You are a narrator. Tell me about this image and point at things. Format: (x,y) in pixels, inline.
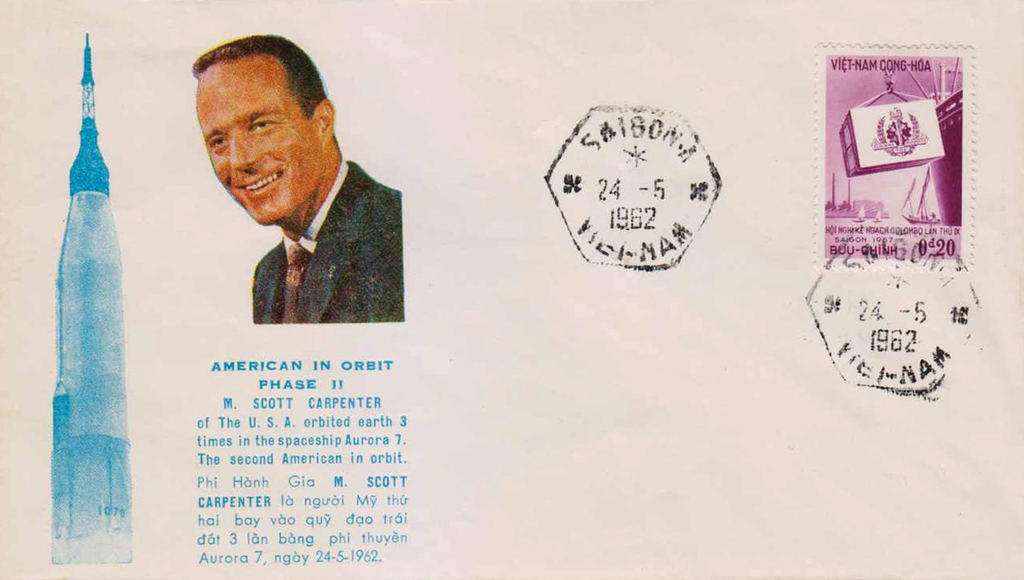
In this picture, we see a white wall (721,477) or a paper (600,367) on which an image (314,65) of the man (391,246) and a stamp (868,103) are pasted. On the left side (125,522), we see a rocket (109,342). At the bottom (256,491), we see some text (375,447) written in blue color. In the background (375,431), it is white in color.
